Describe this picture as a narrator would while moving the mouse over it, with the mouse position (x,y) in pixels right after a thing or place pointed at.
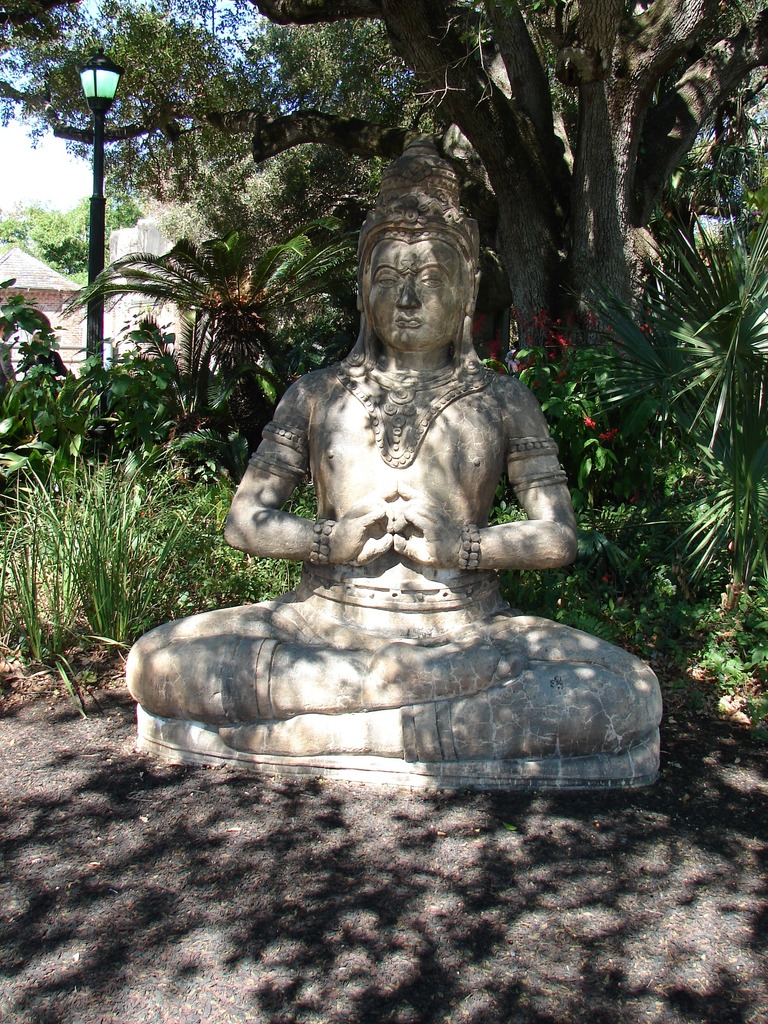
In the center of the image (435,572) we can see a sculpture (435,622). In the background (9,229) there are trees (305,340) and we can see a shed (44,299). There is a pole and we can see the sky (82,165).
